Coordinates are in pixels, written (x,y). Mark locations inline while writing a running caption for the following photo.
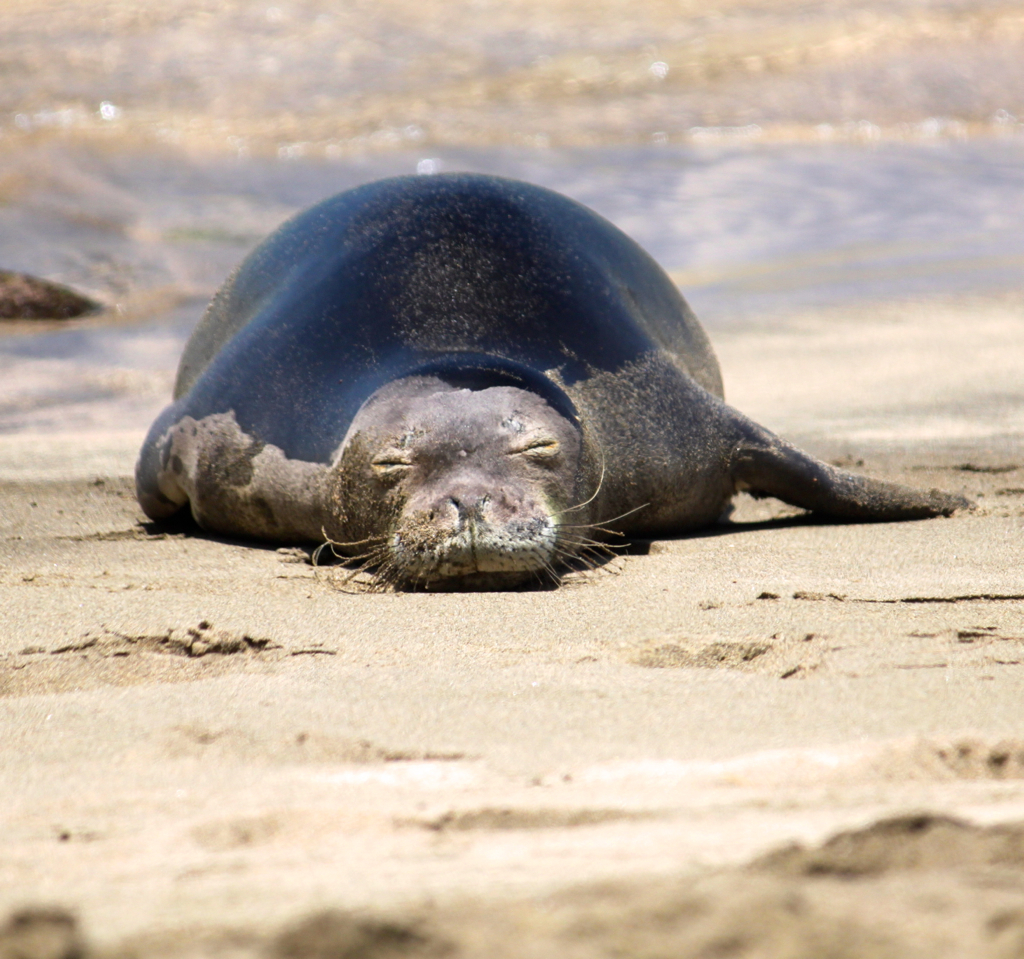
In this picture we can see a seal (516,543) on sand (504,682) and in the background (279,131) we can see the water (546,39).
